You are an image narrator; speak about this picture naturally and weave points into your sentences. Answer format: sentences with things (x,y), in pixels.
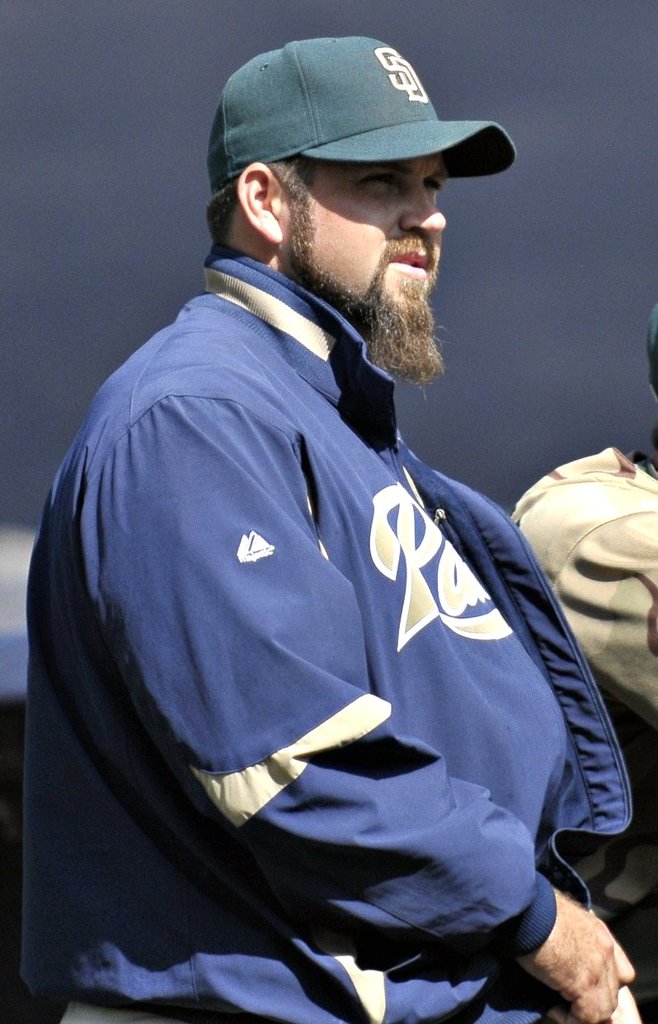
In the picture I can see a man (392,596) is standing. The man (288,343) is wearing a cap (293,135) and a jacket (273,756). In the background (611,514) I can see a person (603,545).
